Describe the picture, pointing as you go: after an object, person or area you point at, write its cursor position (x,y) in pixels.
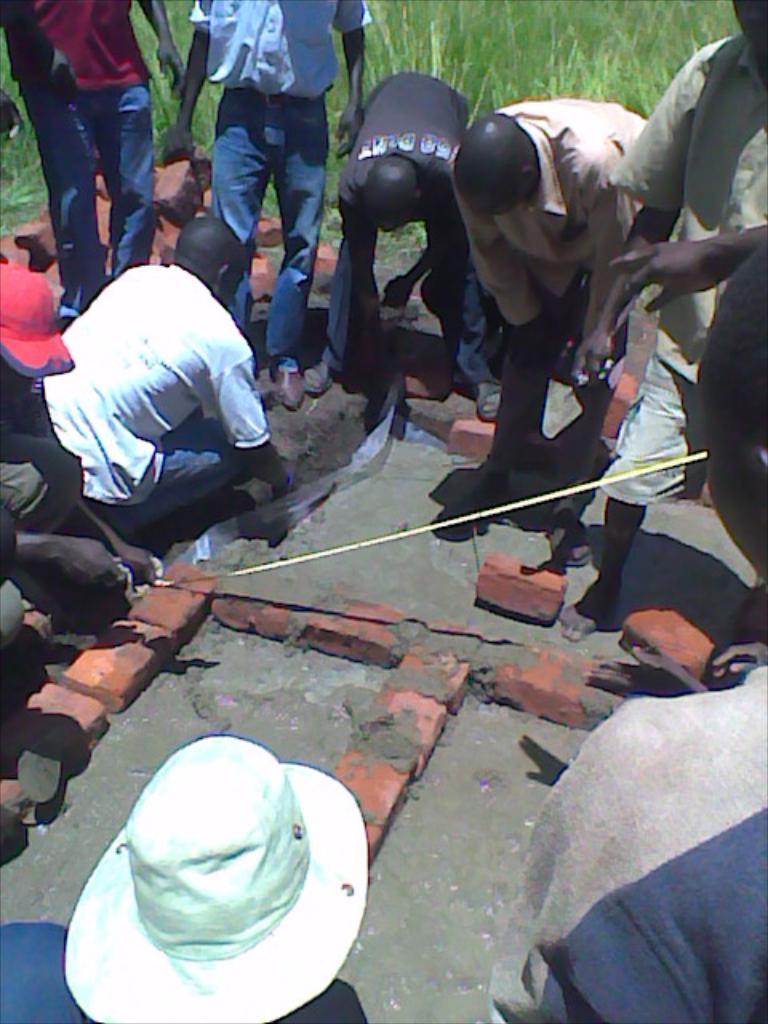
In this image there are some persons (527,313) are standing in middle of this image (505,442) and there are some persons (558,807) are at bottom of this image (697,871) and there is some grass (404,28) at top of this image (326,108).
